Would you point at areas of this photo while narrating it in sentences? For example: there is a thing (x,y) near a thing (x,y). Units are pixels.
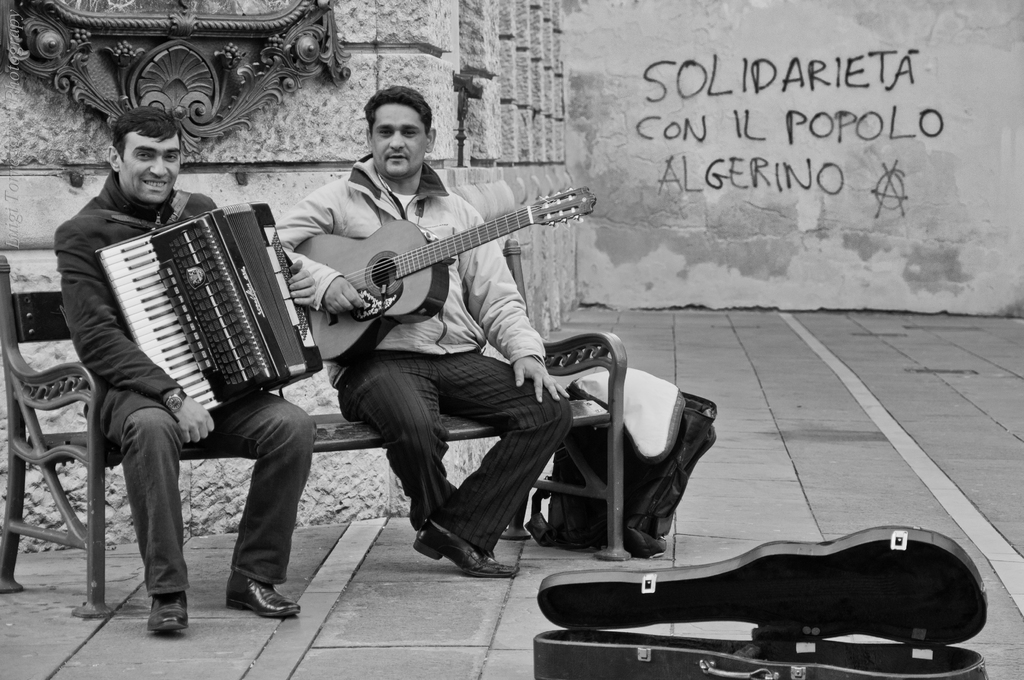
In this picture we can see two people (239,403) are seated on the bench (614,424), they are holding musical instruments (228,295), in front of them we can find a box (894,595) and a bag (655,458), in the background (664,222) we can see a text (691,136) on the wall (750,141).
